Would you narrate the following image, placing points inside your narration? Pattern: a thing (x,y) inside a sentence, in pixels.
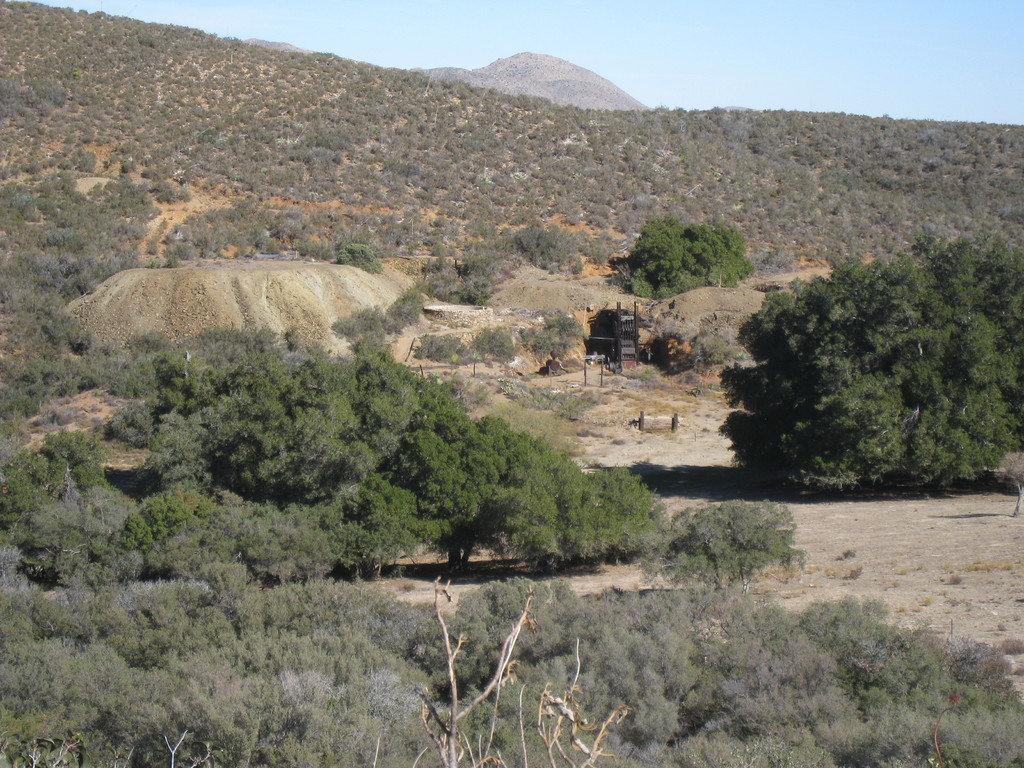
In this picture there are trees (504,503) in the image, it seems to be there is a mountain (560,76) at the top side of the image (547,67).
